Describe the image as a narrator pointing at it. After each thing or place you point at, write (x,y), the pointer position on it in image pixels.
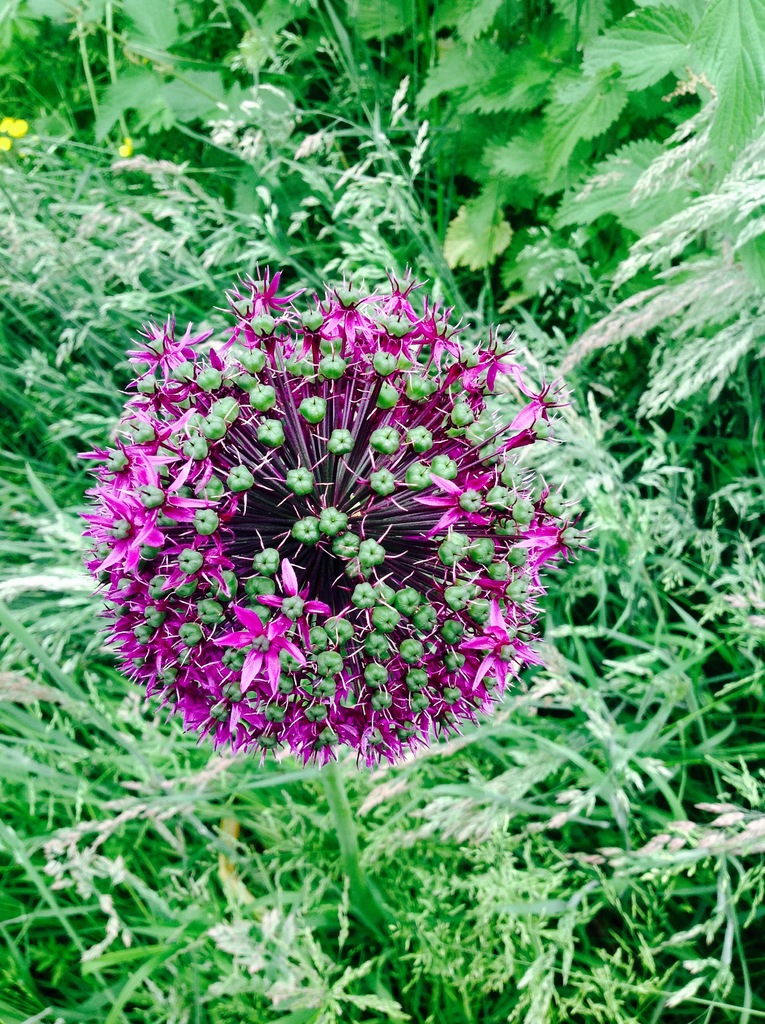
In this picture there are pink color flowers (372,373) on the plant (441,582). At the back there are yellow color flowers (5,126) on the plant (221,71).
